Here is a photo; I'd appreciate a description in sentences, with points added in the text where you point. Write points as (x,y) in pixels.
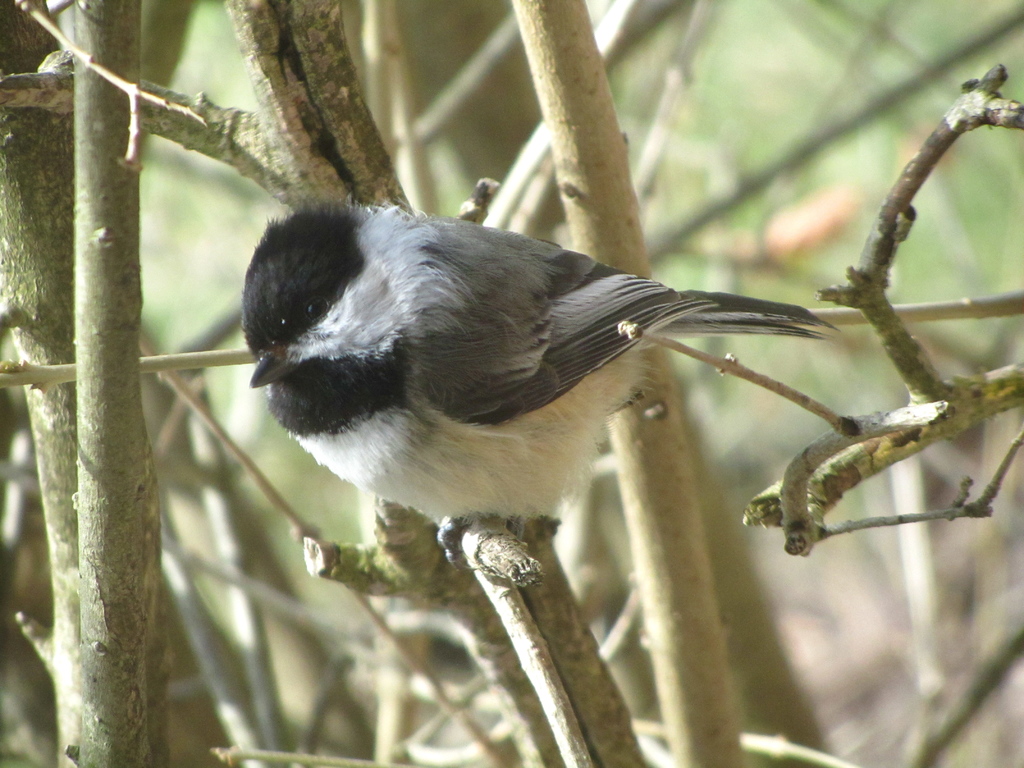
In this image we can see a bird (461,506) on the branch (510,563) of tree (521,587).
